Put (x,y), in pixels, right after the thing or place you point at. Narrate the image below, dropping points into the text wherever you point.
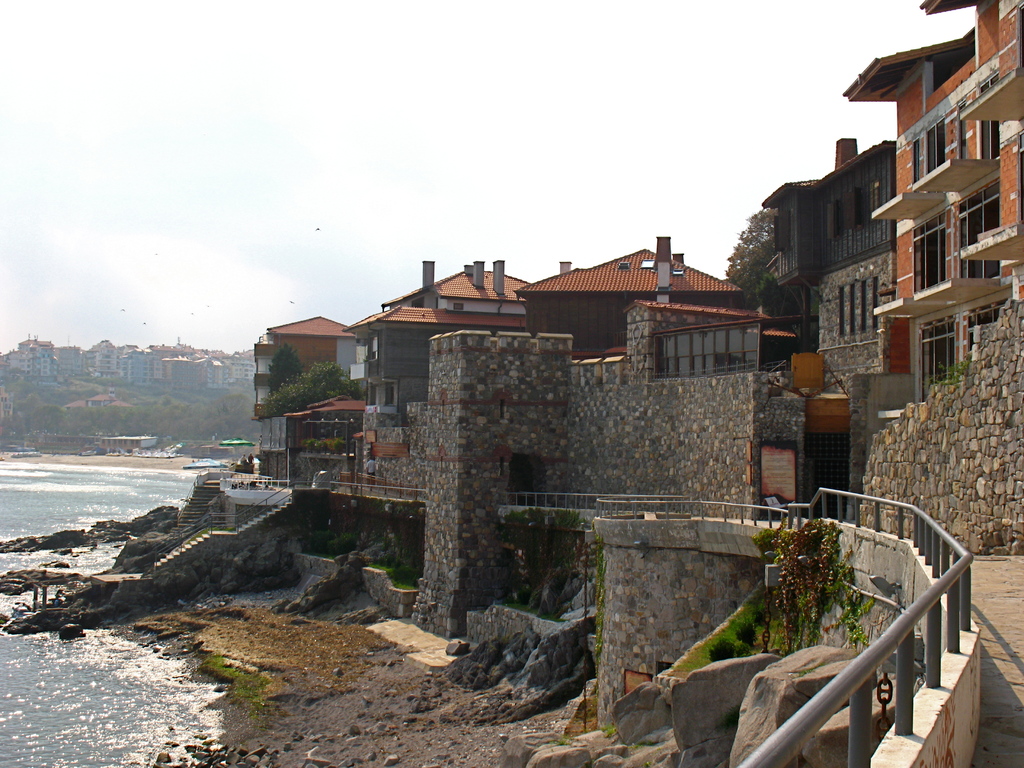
In the foreground of this image (929,597), there is a railing (929,644), path (1023,625), rocks (738,706), land (277,714), water (102,710) and few buildings (662,293). In the background (208,362), there are buildings (208,362), trees (142,411), water (137,490), birds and the sky (406,99).
